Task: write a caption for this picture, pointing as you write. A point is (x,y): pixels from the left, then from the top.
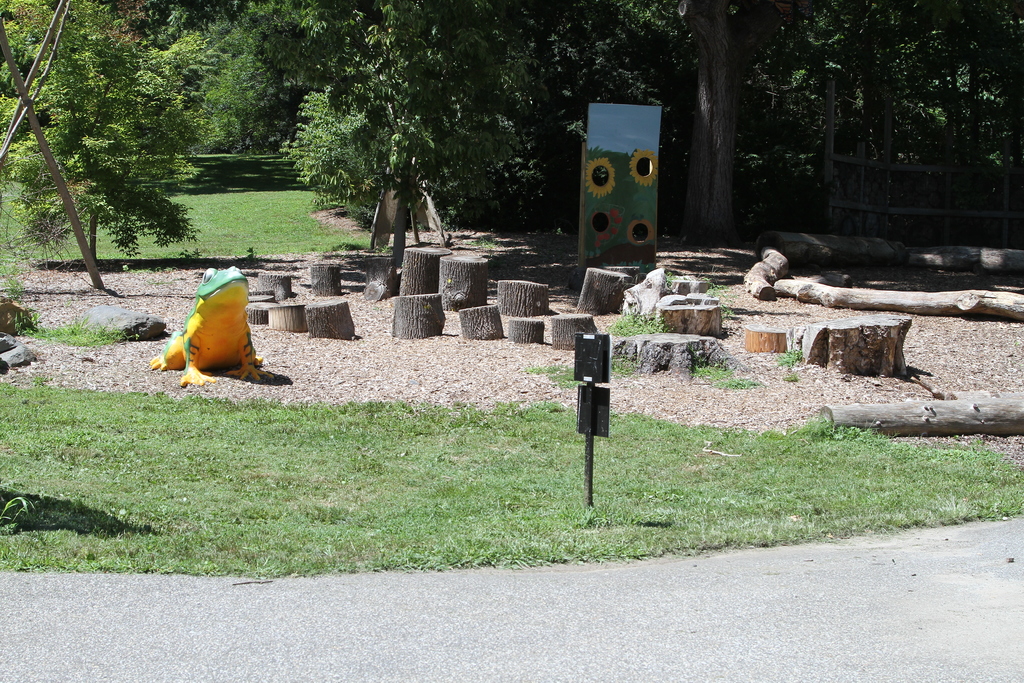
In this image there are trees (304,125), grass (260,157), branches (882,321), boards (603,366), frog (230,292), road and objects (483,287).
